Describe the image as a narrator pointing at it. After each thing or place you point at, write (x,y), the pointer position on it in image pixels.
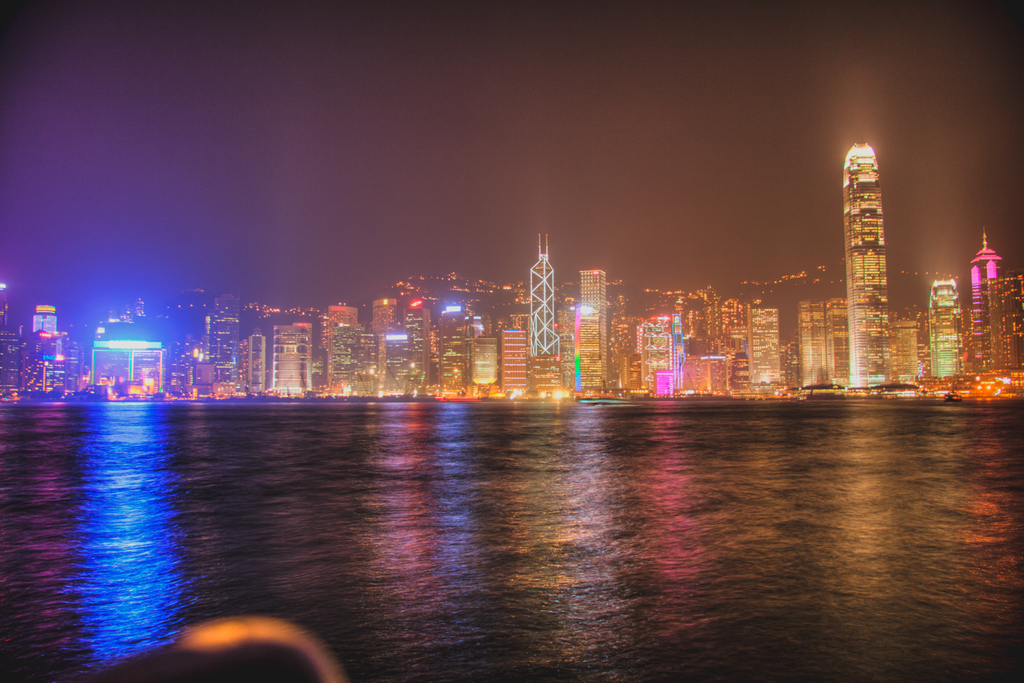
In this image, we can see water (695,497) and in the background (819,351), there are buildings (436,358) with lights (542,279). At the top (494,100), there is sky (520,97).
